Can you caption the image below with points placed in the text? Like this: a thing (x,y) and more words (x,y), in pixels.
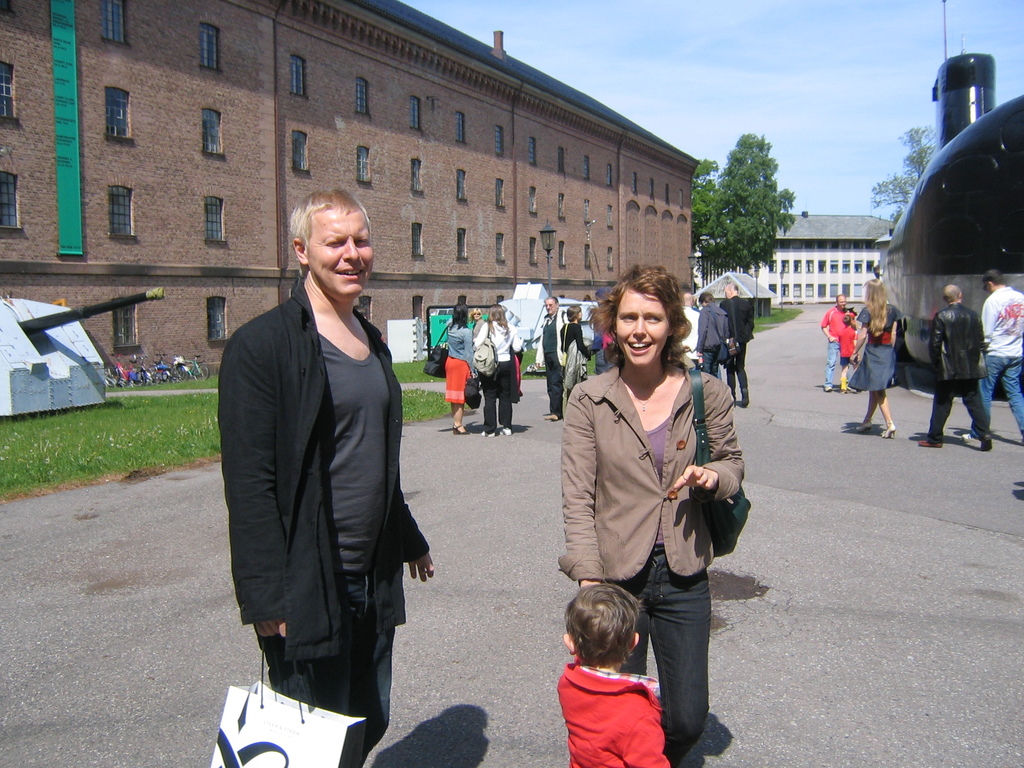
In front of the image there is a man (362,588) and a lady (594,397). They both are standing. And also there is a kid (607,723). Behind them on the road (766,388) there are few people (502,364) walking. On the left side of the image (10,328), on the ground (99,416) there is grass (208,418) and also there are few machines (19,304) and some things (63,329) on it. On the right side of the image (925,231) there is a submarine (911,225). In the background (373,211) there are buildings (502,228) with walls (159,218), windows (218,208) and roofs (668,150). And also there are trees (732,176). At the top of the image (686,148) there is sky (747,30).
